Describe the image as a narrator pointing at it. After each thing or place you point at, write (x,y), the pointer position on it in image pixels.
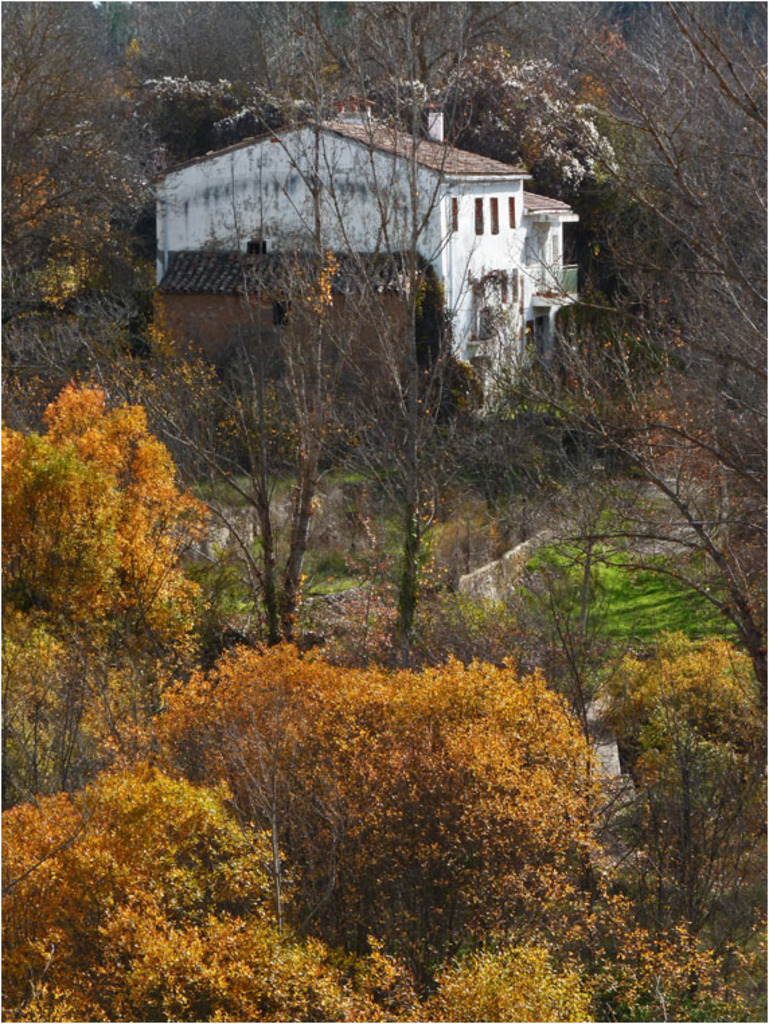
In this image, we can see a house (328,235). We can see the ground (568,587) and some grass (611,597). There are a few plants (568,730), trees (651,55).
